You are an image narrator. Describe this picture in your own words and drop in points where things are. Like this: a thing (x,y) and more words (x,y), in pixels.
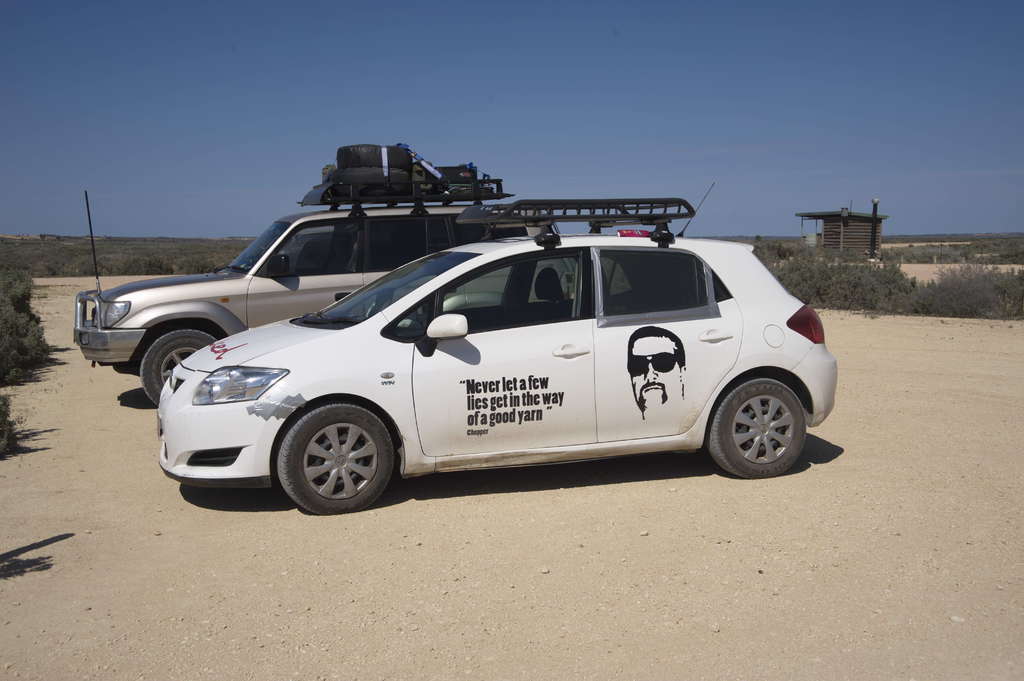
In this image we can see the depiction of a person (653,386) and also the text (509,384) on the car (509,384). We can also see the other car (407,225) parked on the sand road (325,569). We can see the plants (65,262), roof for shelter and also the sky (454,126).
